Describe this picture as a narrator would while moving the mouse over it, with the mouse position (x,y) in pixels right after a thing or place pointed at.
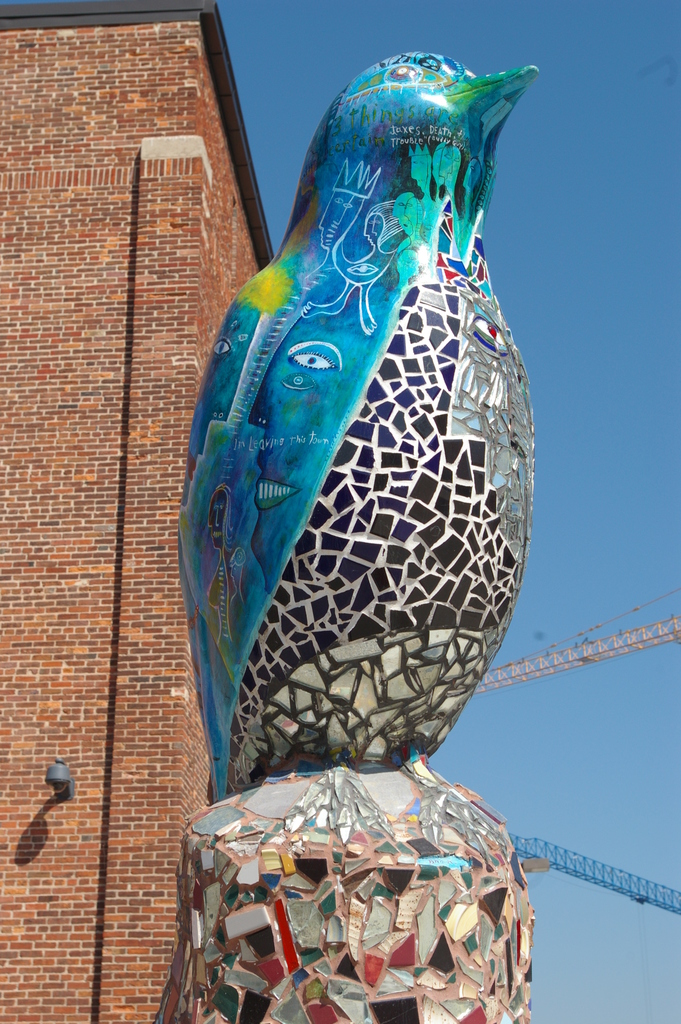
In the picture I can see a statue (328,597) of a bird (329,648). In the background (108,593) I can see a building (109,602), the sky (527,577) and some other objects (569,657).
